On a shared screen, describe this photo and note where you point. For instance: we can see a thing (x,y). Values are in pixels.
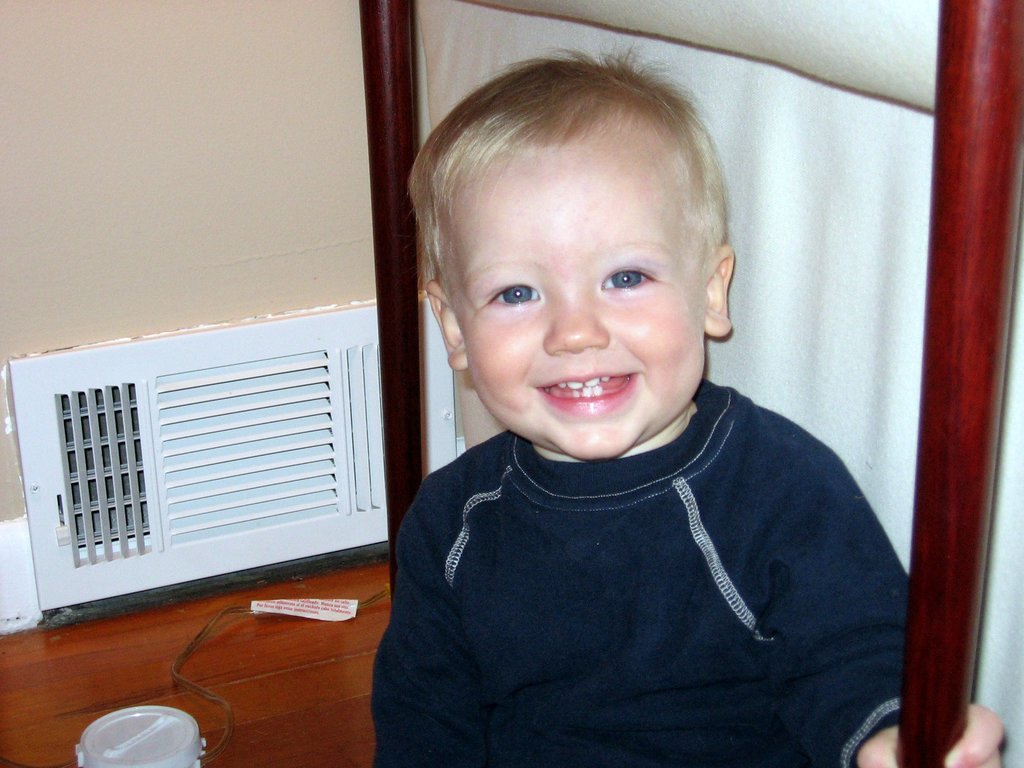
As we can see in the image there is wall (133,225), bottle (146,717) and a child (618,420) wearing black color dress (594,586).
